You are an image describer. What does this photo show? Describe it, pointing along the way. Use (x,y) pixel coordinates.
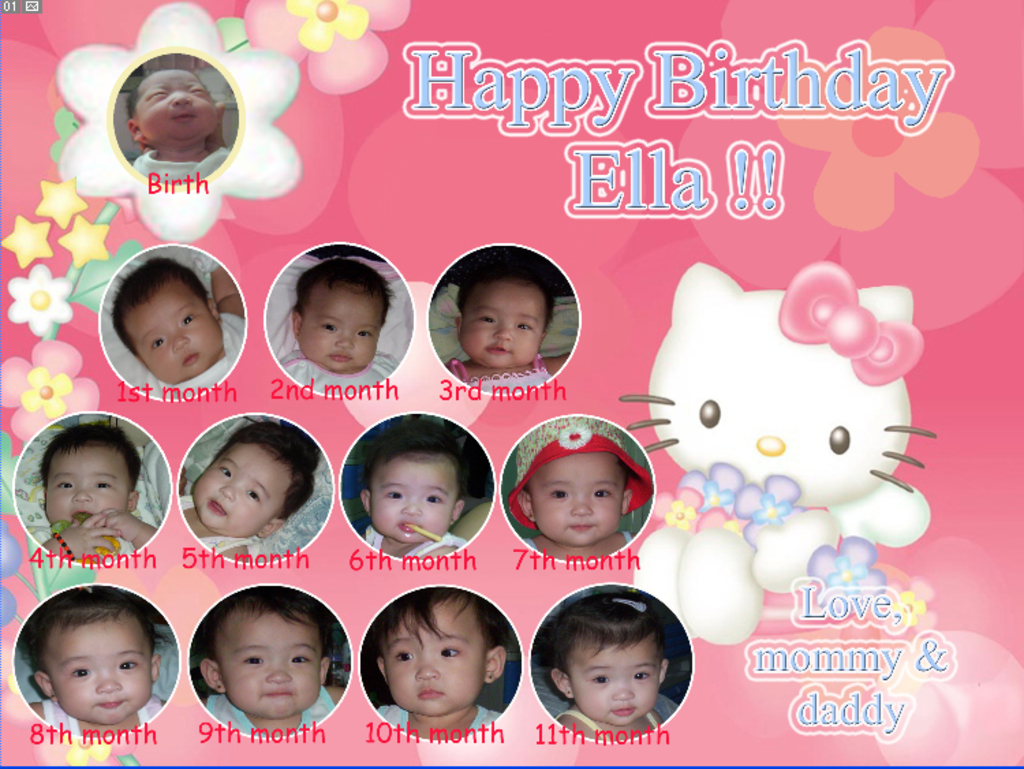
It is an edited image. In this image, we can see the baby pictures (670,651) and some text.
